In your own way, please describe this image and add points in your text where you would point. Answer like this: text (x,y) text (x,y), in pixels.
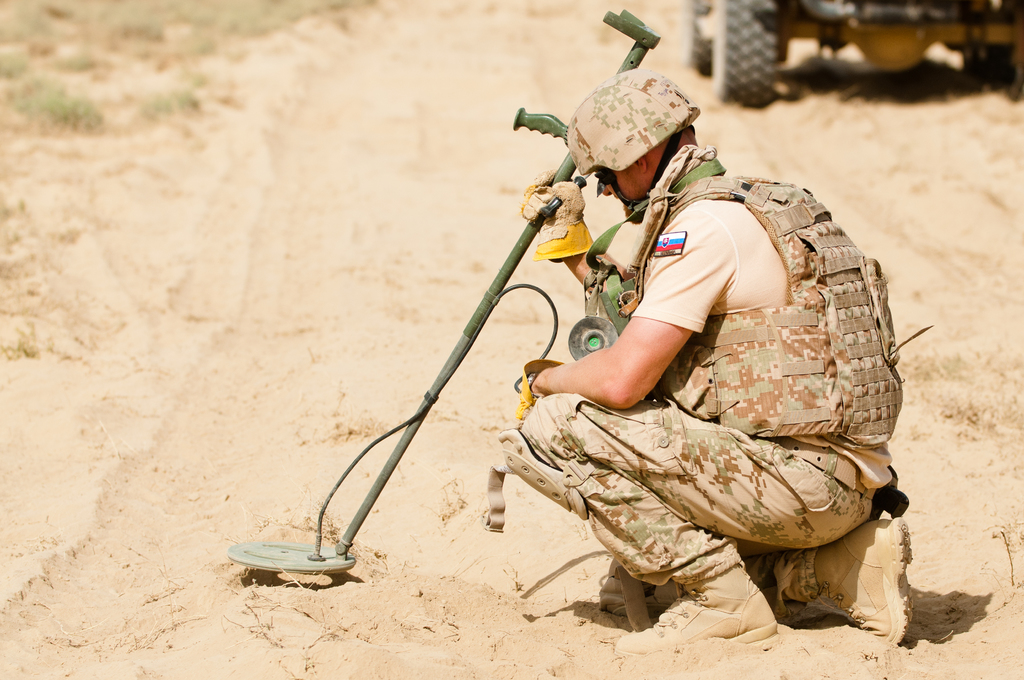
In the picture we can see a man (836,589) crouching on the sand (996,378), he is with an army uniform (743,462) and holding some stick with some wire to it and farther away from him we can see a vehicle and we can also see a part of the grass (63,112).
